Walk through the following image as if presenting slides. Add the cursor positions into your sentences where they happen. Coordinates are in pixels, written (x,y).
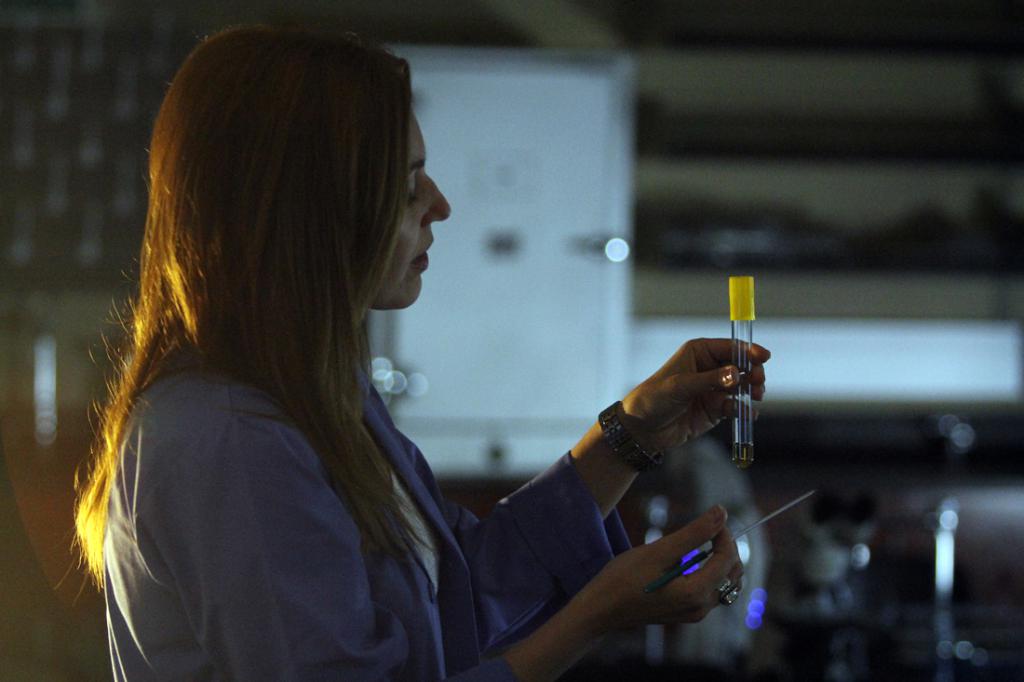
In this picture we can see a woman (232,478) is standing and holding some objects (735,307). Behind the woman (273,554) there are blurred items (573,248).
